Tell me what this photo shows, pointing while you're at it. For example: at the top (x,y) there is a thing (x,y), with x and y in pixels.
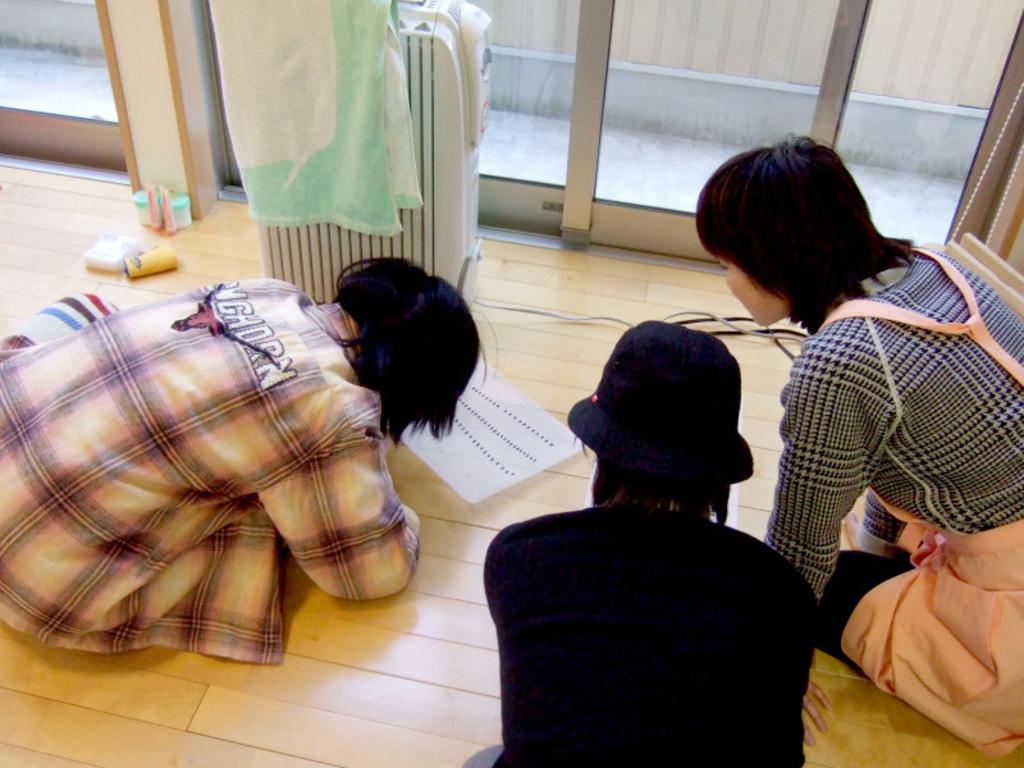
In this picture there are people (292,478) those who are sitting on the floor (516,336) on the right (829,497) and left side of the image (332,490), there are glass windows (635,58) at the top side of the image (574,72).
